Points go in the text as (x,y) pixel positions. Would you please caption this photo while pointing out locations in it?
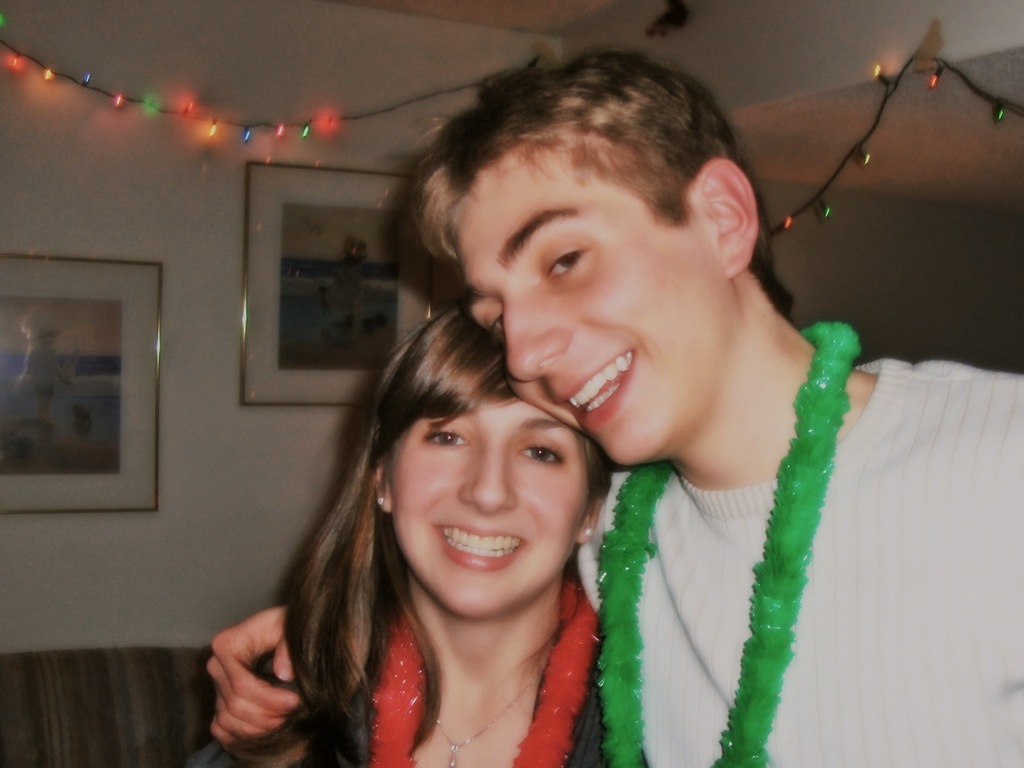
In this picture we can see a man (792,638) and a woman (522,685) here, in the background (230,110) we can see serial lights (244,140), there is a wall (174,442) where, there are two photo frames (262,355) on the wall (197,378).
